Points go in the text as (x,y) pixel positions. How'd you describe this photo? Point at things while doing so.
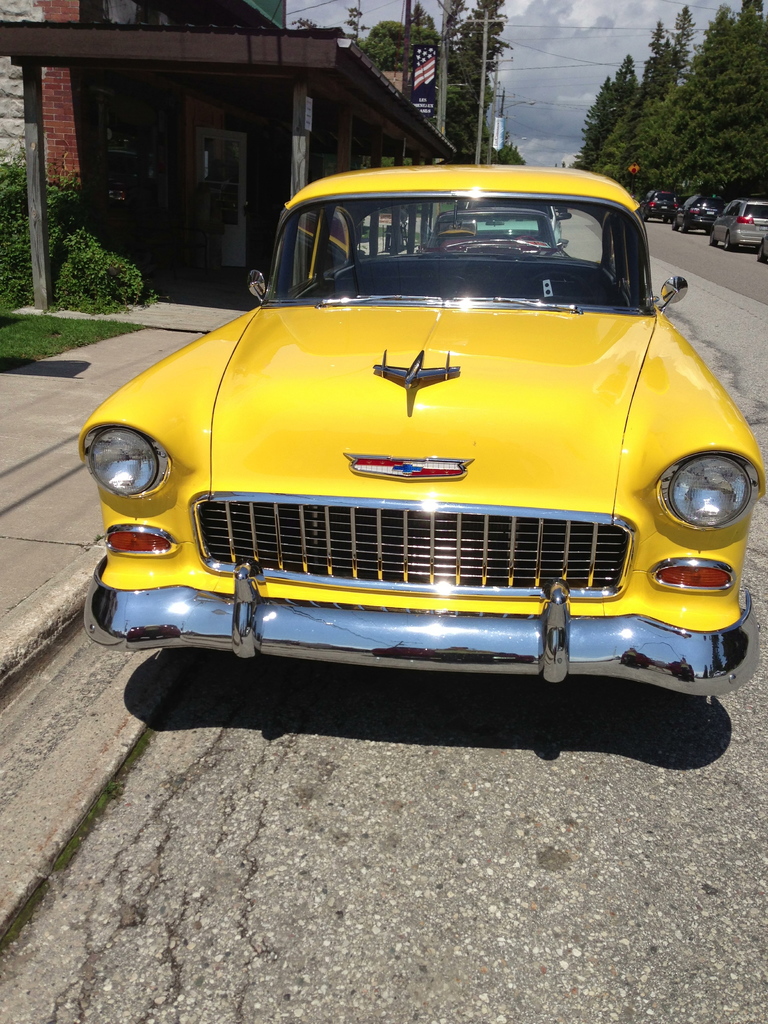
In this image we can see motor vehicles (498,539) on the road (581,754), sky (568,60) with clouds (540,58), electric poles (485,67), electric cables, buildings (125,105), grass (45,340), shrubs (54,251) and trees (654,81).
